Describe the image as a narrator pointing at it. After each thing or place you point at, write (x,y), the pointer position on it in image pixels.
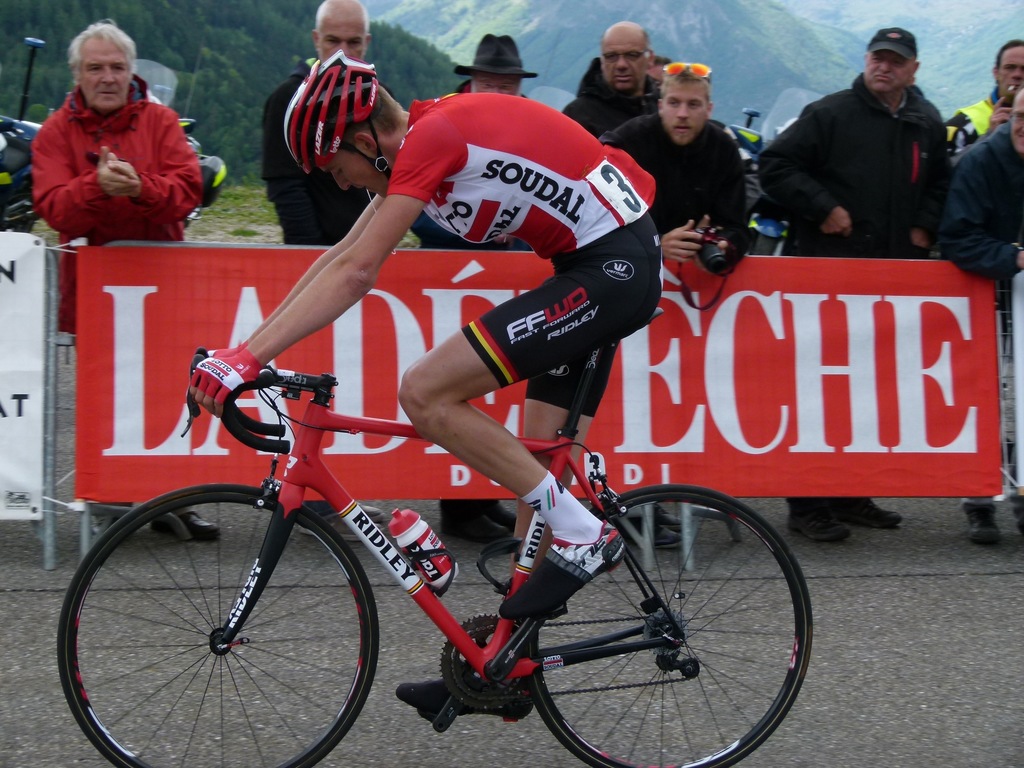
This picture is clicked outside. In the foreground (556,138) there is a person (439,120) wearing red color t-shirt (434,139), helmet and riding a bicycle (347,557) and we can see the group of people (589,69) standing on the ground (609,671) and there is a red color banner (213,316) on which the text (672,394) is printed. In the background (616,6) we can see the hills (208,35) and some vehicles (30,122).
